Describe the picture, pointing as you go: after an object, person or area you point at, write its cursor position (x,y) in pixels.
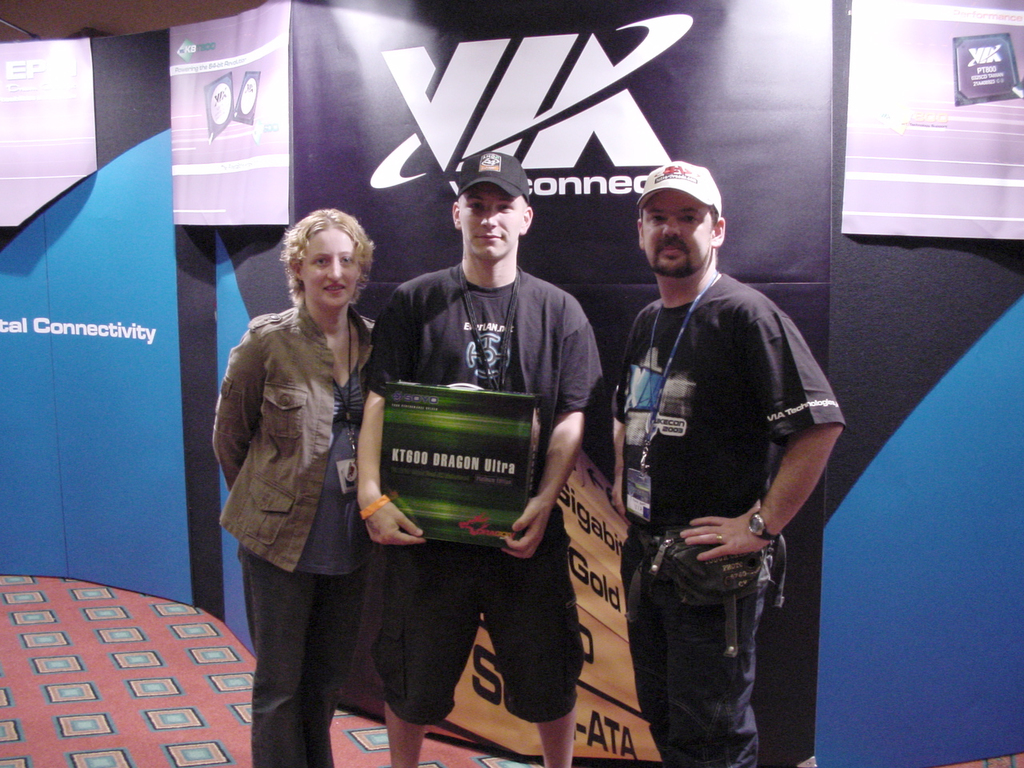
In the center of the image (641,430) there are three persons (436,633) standing. In the background of the image (159,282) there is a advertisement board (188,126). At the bottom of the image (125,728) there is carpet (125,728).
